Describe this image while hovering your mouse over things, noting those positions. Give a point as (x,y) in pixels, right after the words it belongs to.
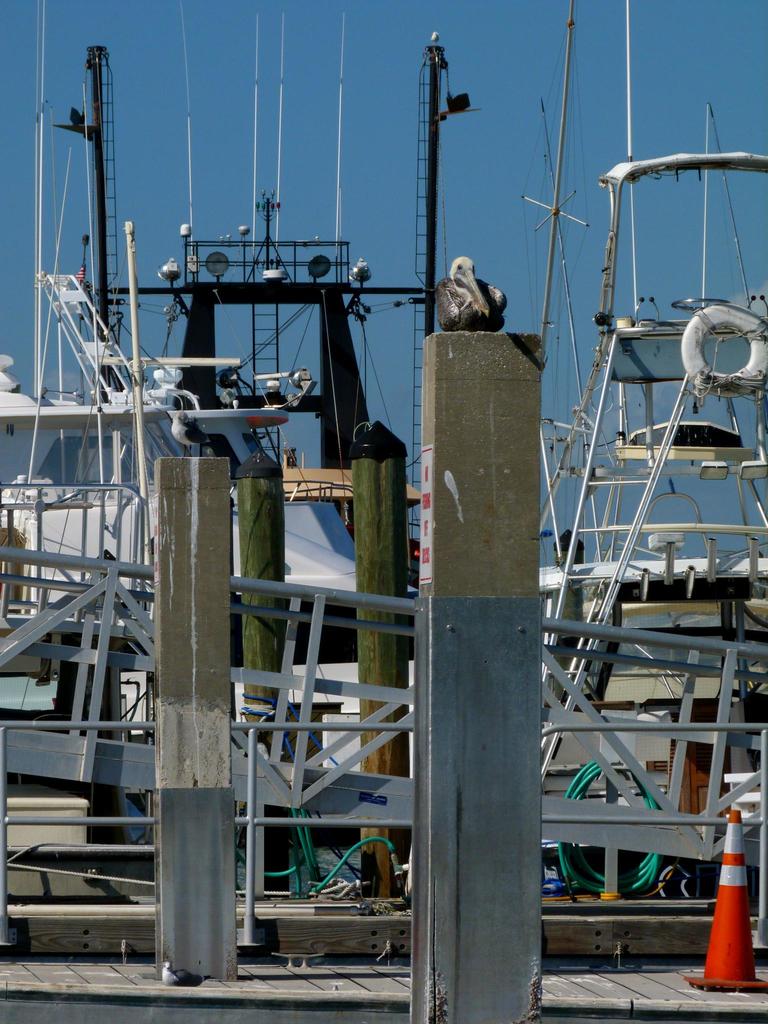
In this image there are some boat cables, poles (496,574), some rods (55,651), divider block (726,911), pipes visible in the foreground (209,784), at the top (327,118) there is the sky (507,90).
